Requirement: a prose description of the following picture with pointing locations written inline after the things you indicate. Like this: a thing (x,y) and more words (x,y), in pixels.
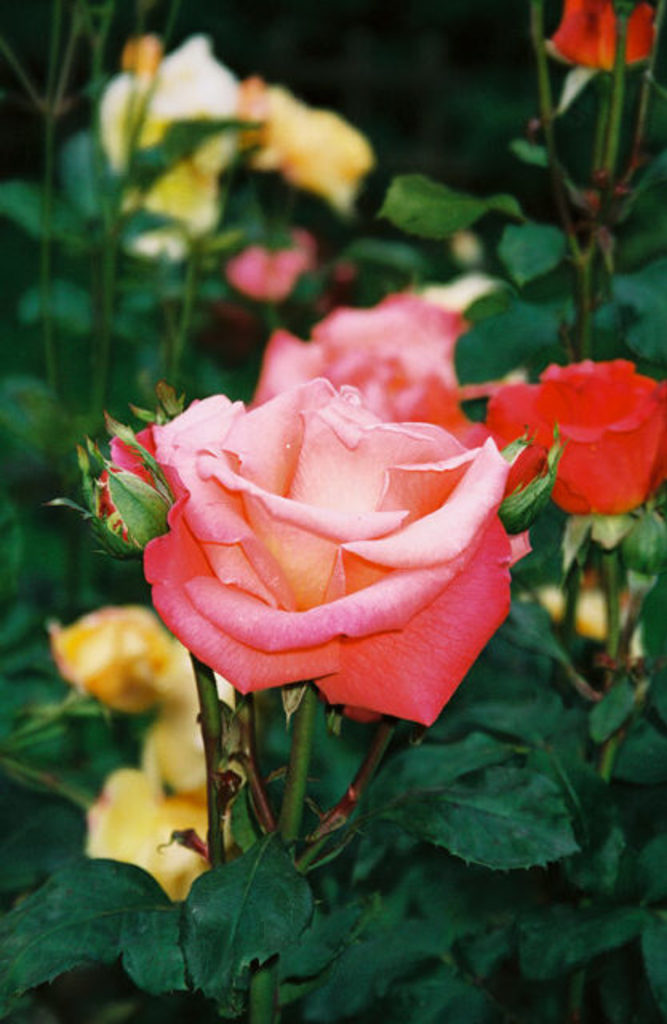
In this picture we can see rose flowers (263,496) and leaves (132,307), there is a blurry background (470,42).
